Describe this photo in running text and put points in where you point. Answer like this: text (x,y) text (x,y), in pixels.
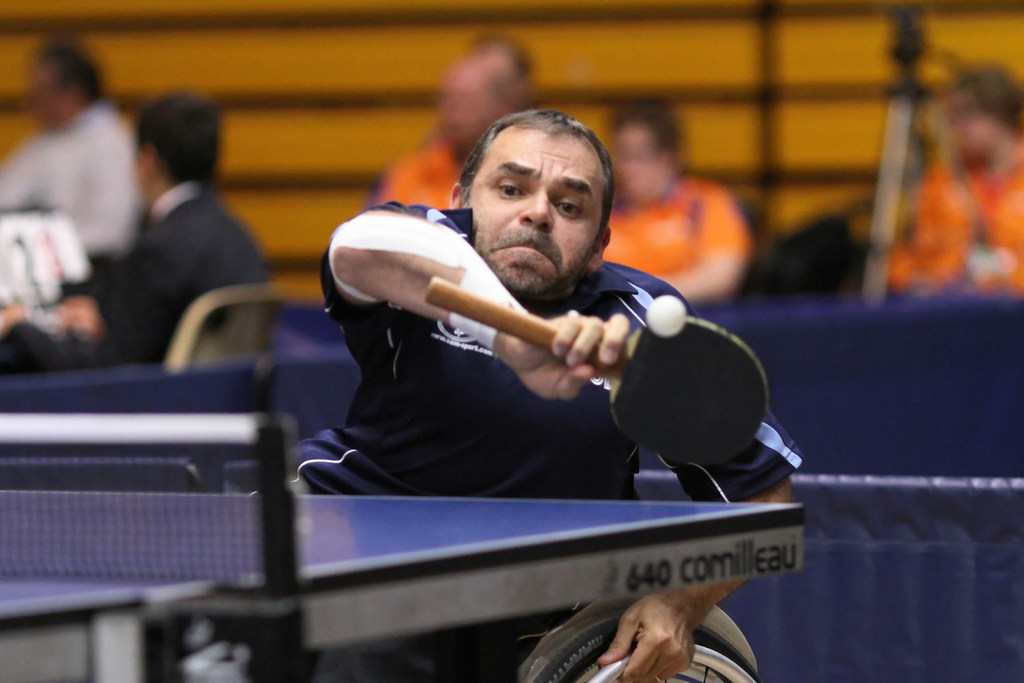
In this picture there is a person (523,391) sitting on the wheel chair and playing the game and holding a bat (661,368).
